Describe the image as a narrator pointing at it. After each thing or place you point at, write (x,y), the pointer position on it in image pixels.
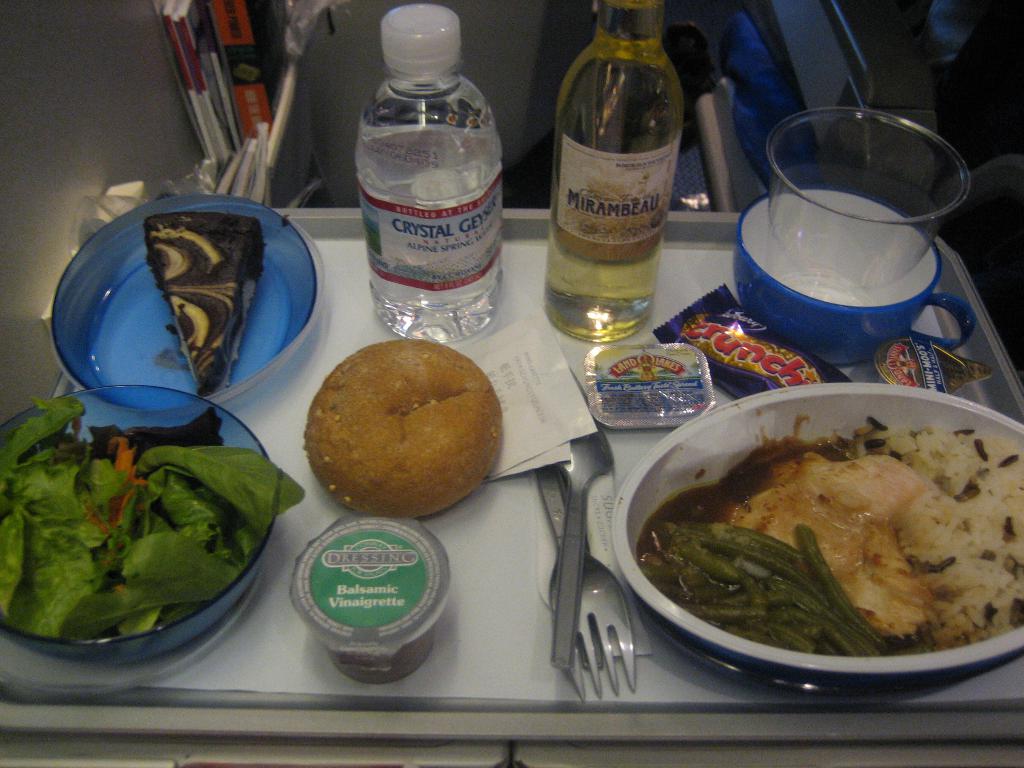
In the image in the center (515,504), we can see one plate (420,732). In the plate (420,734), we can see bowls (692,435), spoons (585,466), packets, one bill paper (556,449), bottles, one bun (355,479), some food items (47,439) and a few other objects (383,568). In the background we can see books (186,22) etc.
